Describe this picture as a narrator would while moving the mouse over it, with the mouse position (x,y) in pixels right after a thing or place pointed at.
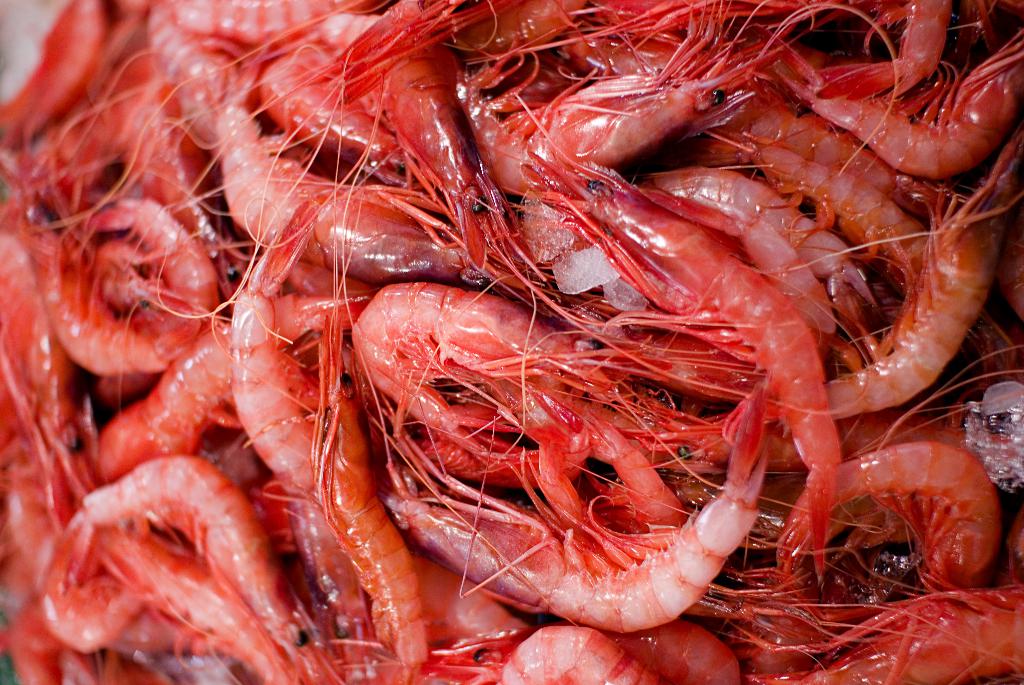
In this image we can see many prawns (617,436).
